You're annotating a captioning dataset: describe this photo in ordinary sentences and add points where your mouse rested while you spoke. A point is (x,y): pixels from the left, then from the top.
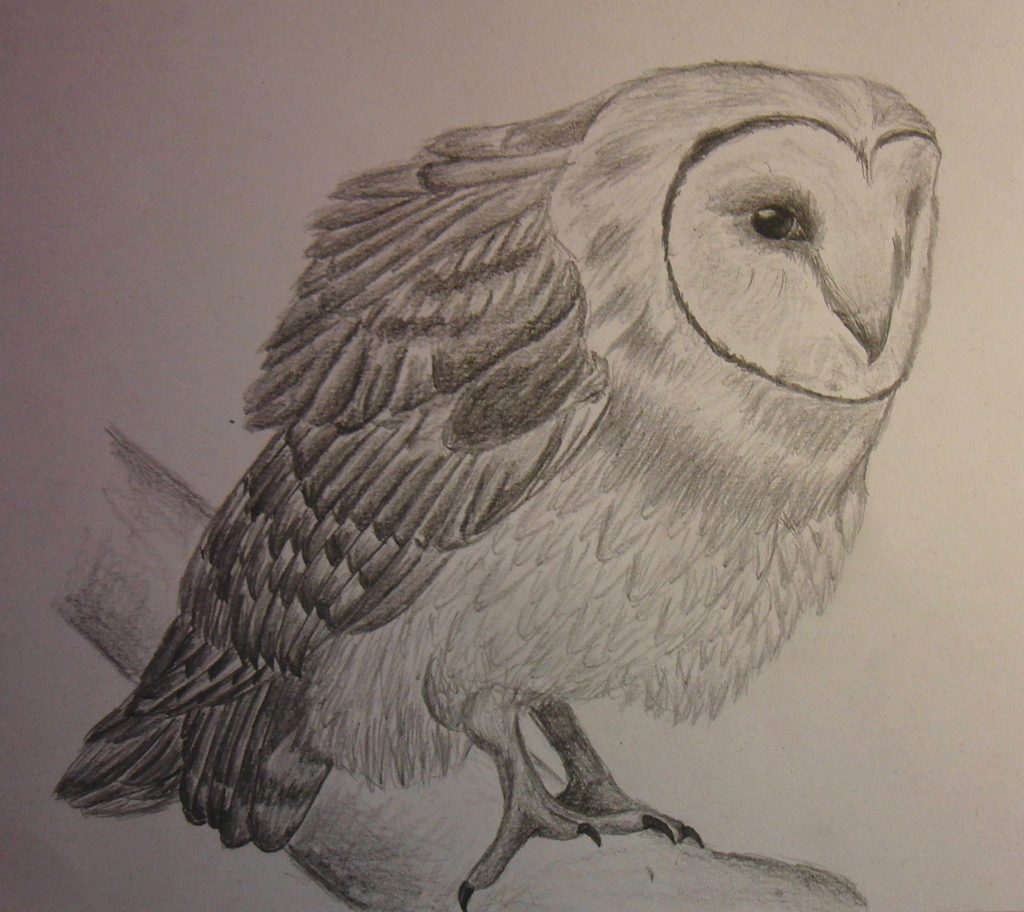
In this image I can see an owl (545,500) is sitting on the branch (300,858) of a tree (374,837) and white color background (268,295). This image looks like a painting.
